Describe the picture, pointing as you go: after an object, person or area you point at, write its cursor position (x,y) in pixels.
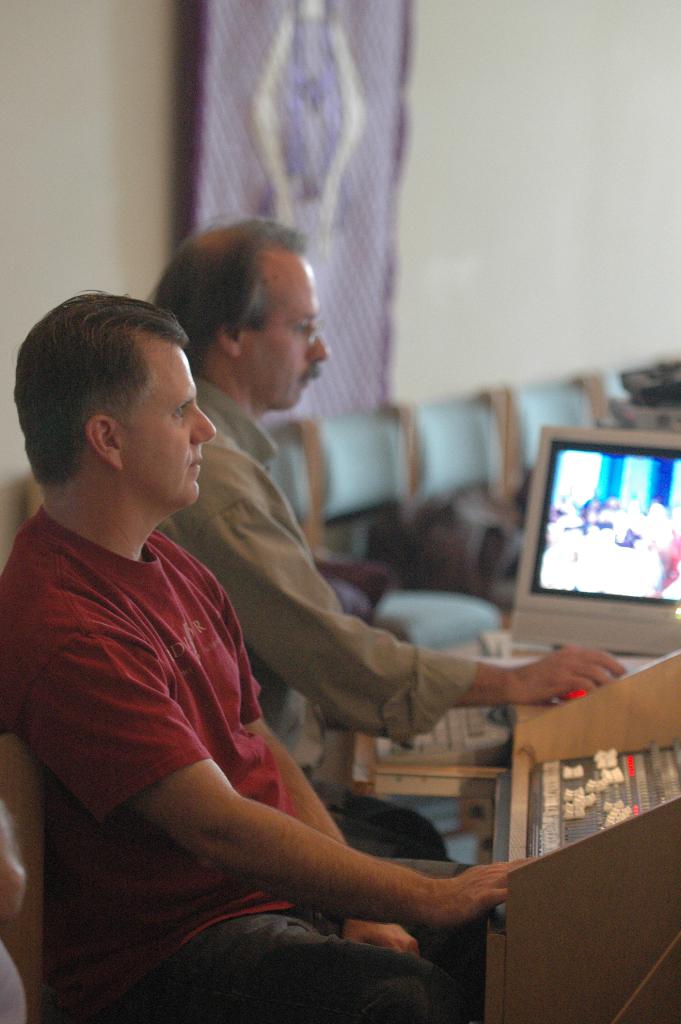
This picture is clicked inside a room (517,307). There are two men (207,555) in the room (523,300). The man (118,732) to the left corner (108,787) is sitting on chair (39,908) and in front of him there is table (583,848) on it there is a audio mixer (582,805). The man (241,547) behind him is sitting on chair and in front of him there is a computer (583,635) on the table (470,652). In the background (377,488) there are many chairs (430,445) and wall (502,131).
